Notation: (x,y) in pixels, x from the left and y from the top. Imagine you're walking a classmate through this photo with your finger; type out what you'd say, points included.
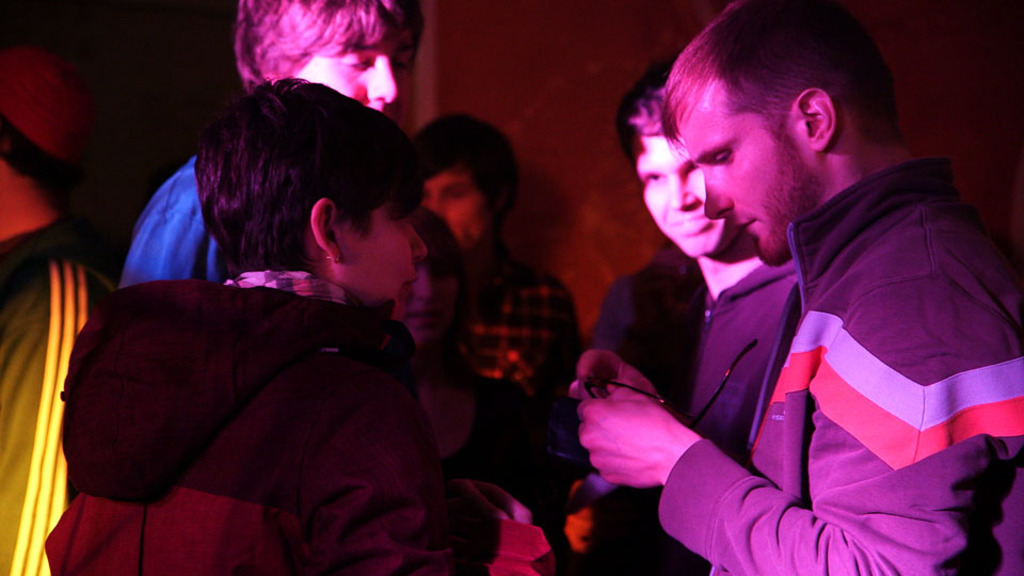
In this image I can see number of persons (345,277) wearing jackets (292,338) are standing and I can see a person (807,433) is holding spectacles (698,410) in his hand (676,428). In the background (594,268) I can see few other persons (493,271) and the wall (542,68).
